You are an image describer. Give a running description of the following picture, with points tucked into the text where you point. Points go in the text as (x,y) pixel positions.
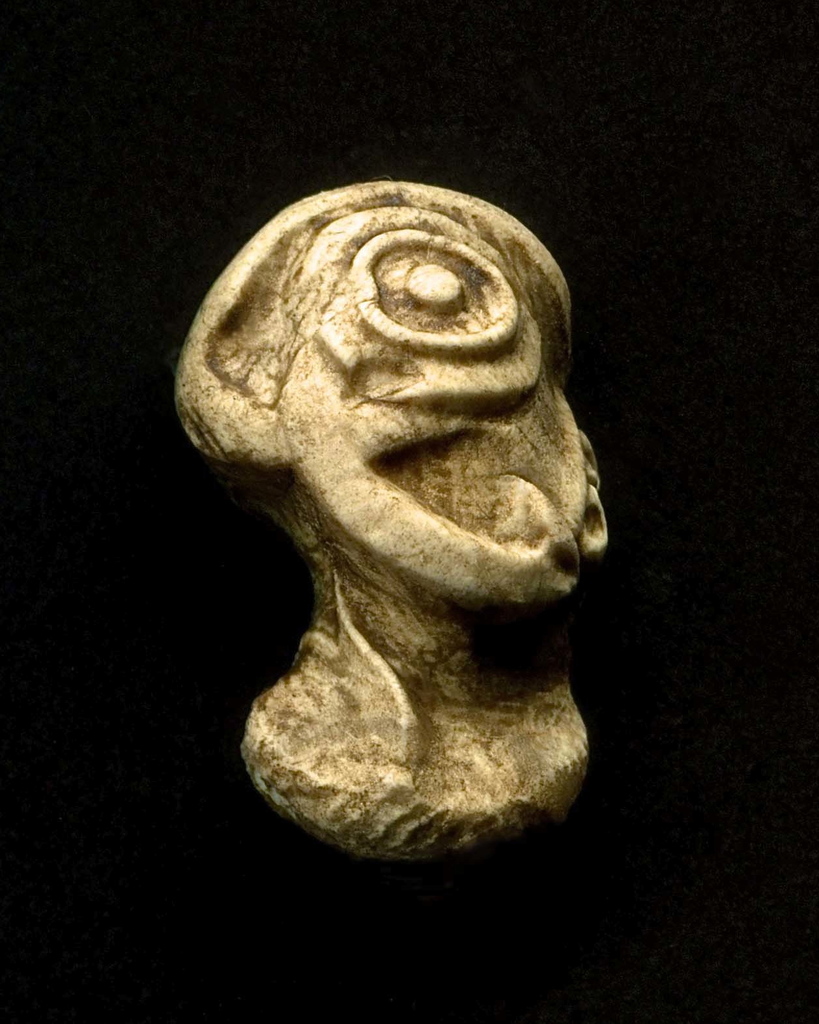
In this image I can see a carved rock (432,437) which is cream and brown in color and I can see the black colored background (40,1001).
